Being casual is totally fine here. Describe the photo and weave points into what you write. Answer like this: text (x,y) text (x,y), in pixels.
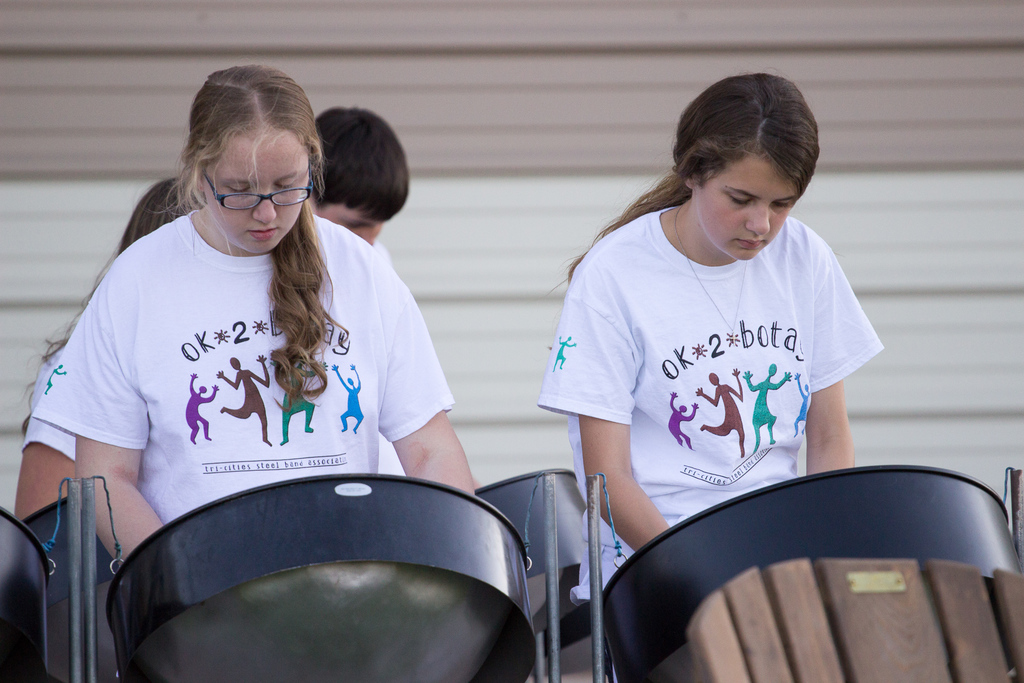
This picture seems to be clicked outside. In the foreground (486,588) we can see the black color objects (631,573), metal rods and we can see the group of persons (299,302) wearing white color t-shirts (352,327) and standing on the ground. In the background (972,392) there is an object (932,239) seems to be a shutter (440,67).
